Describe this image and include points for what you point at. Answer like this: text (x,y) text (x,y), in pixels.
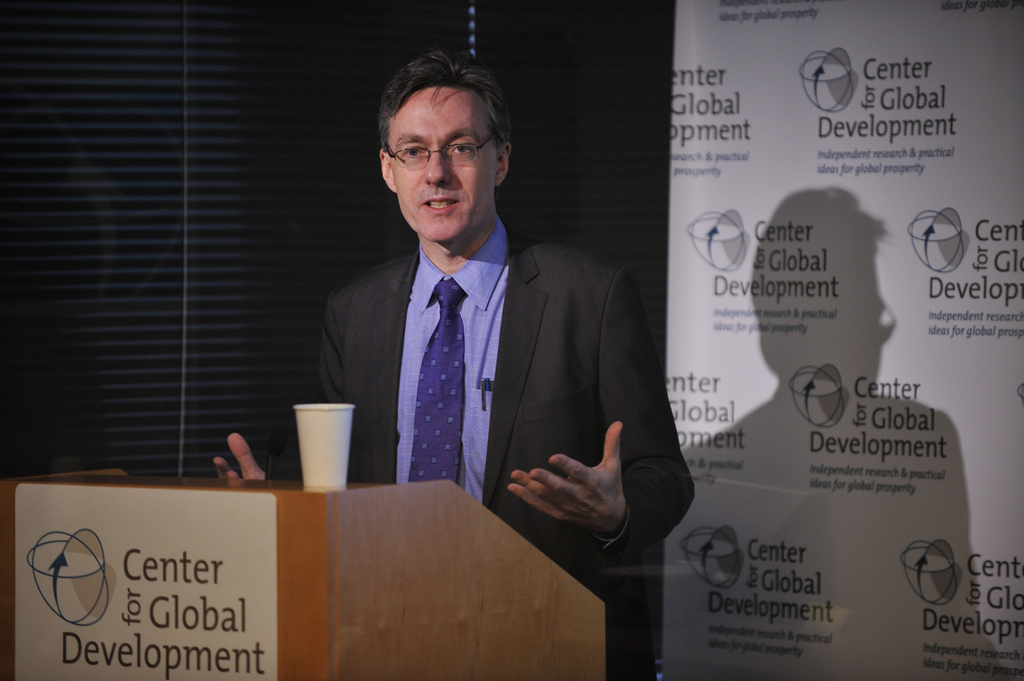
In this image there is a person (500,400) wearing a blazer (564,384), tie (420,409) and spectacles (447,158). He is standing. Before him there is a podium (291,510) having a cup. Right side (853,346) there is a banner (865,337) having some text (866,388). Background (132,382) there is a wall (46,83).
